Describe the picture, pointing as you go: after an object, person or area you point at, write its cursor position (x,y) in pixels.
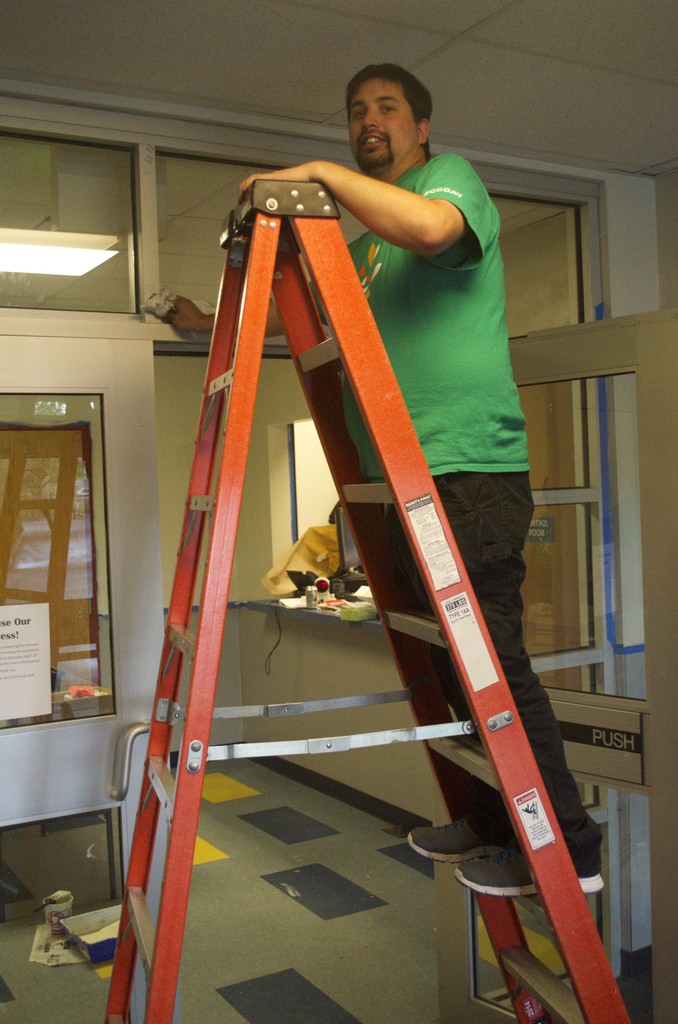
In this image I can see on the right side (672,701) there is a glass door (660,685), in the middle (438,343) there is a man (433,270) standing on the ladder (469,639), he is wearing the t-shirt (450,440), trouser (510,664) and shoes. On the left side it looks like a light (93,266).
